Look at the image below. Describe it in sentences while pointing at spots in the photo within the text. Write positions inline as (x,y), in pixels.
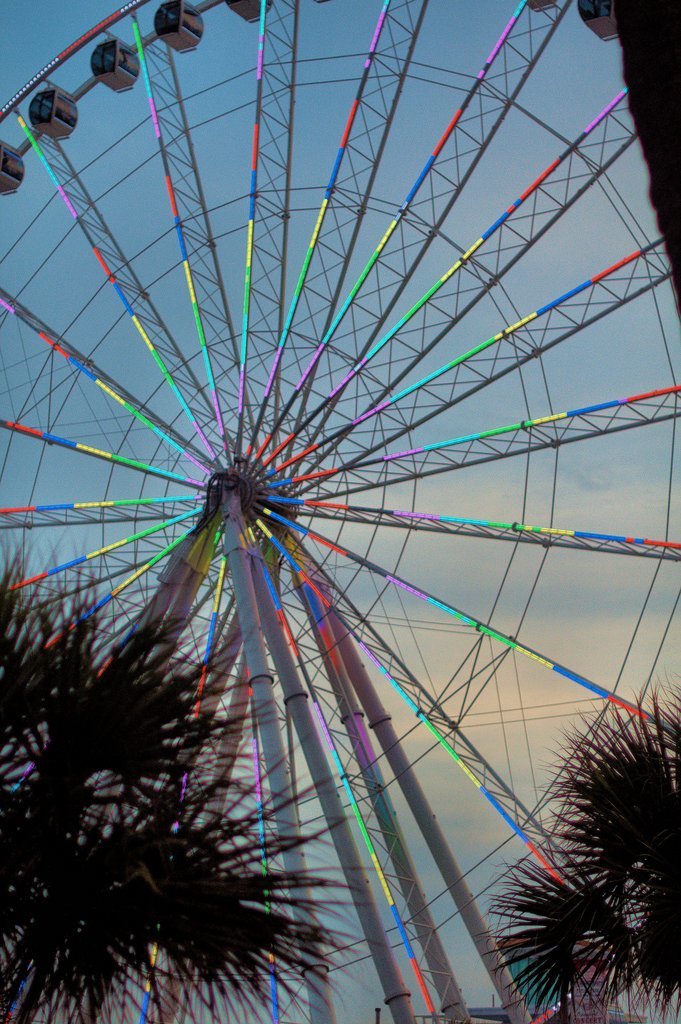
In this image we can see a giant wheel (366,625), poles (315,614), and plants (37,688). In the background (322,246) there is sky (523,435).
